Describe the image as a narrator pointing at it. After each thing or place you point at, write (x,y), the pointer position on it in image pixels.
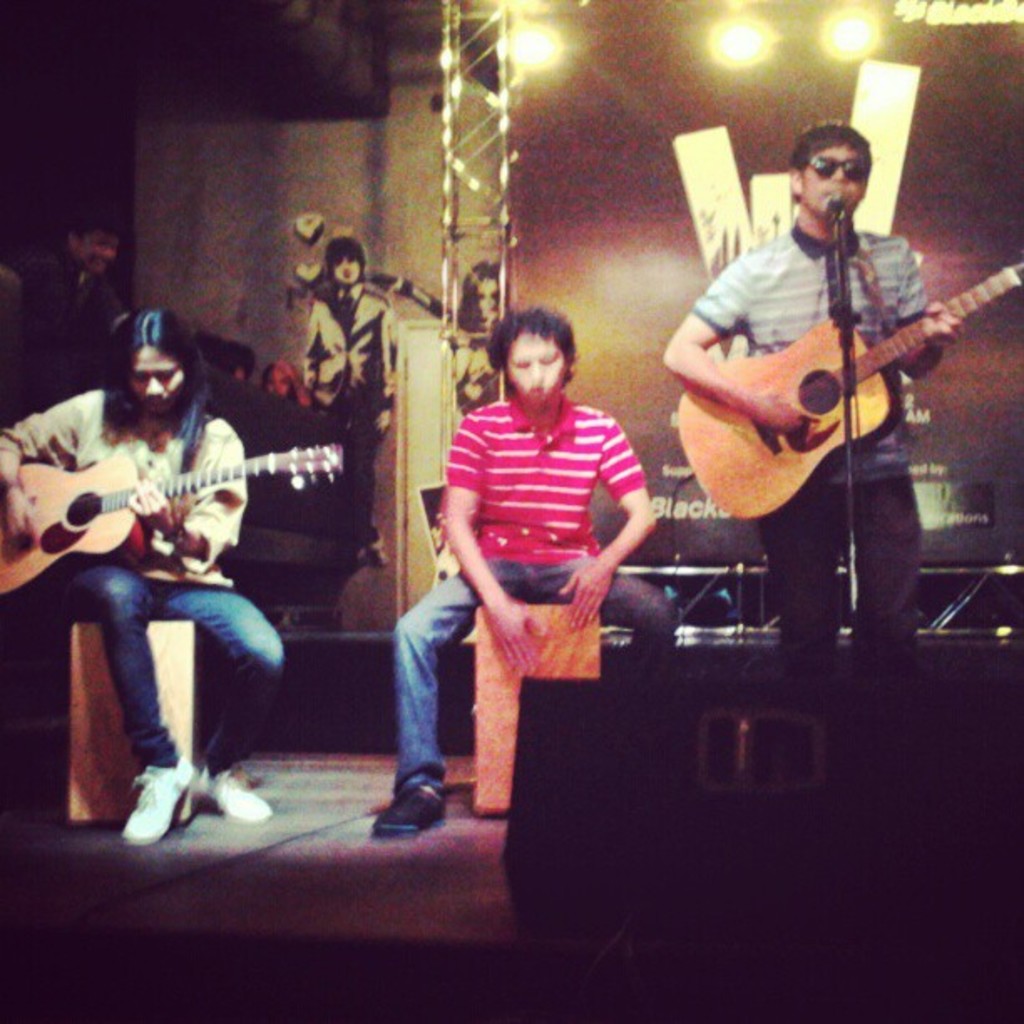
In this picture there are three members (129,425). Three of them were men (231,489). Two of them were playing guitars (82,529) in their hands (149,502). In the background (536,266), there is a wall (229,245) and some lights (745,44) here.
